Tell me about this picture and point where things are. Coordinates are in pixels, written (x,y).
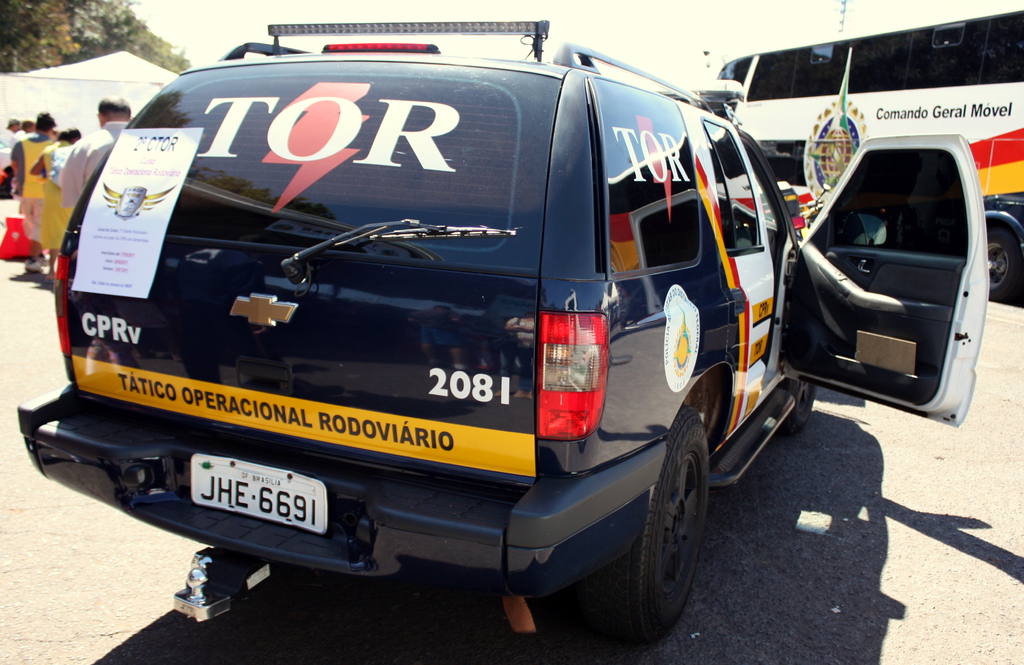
On the left side of the image (79,24) we can see some persons (36,161), tree (49,45) and tent (69,75). In the middle of the image (595,335) we can see a car (460,377) which is black in color, a poster (148,177) is pasted on it and a text (229,120) was written on it. On the right side of the image (809,146) we can see a bus (859,146) and car door (875,226).
